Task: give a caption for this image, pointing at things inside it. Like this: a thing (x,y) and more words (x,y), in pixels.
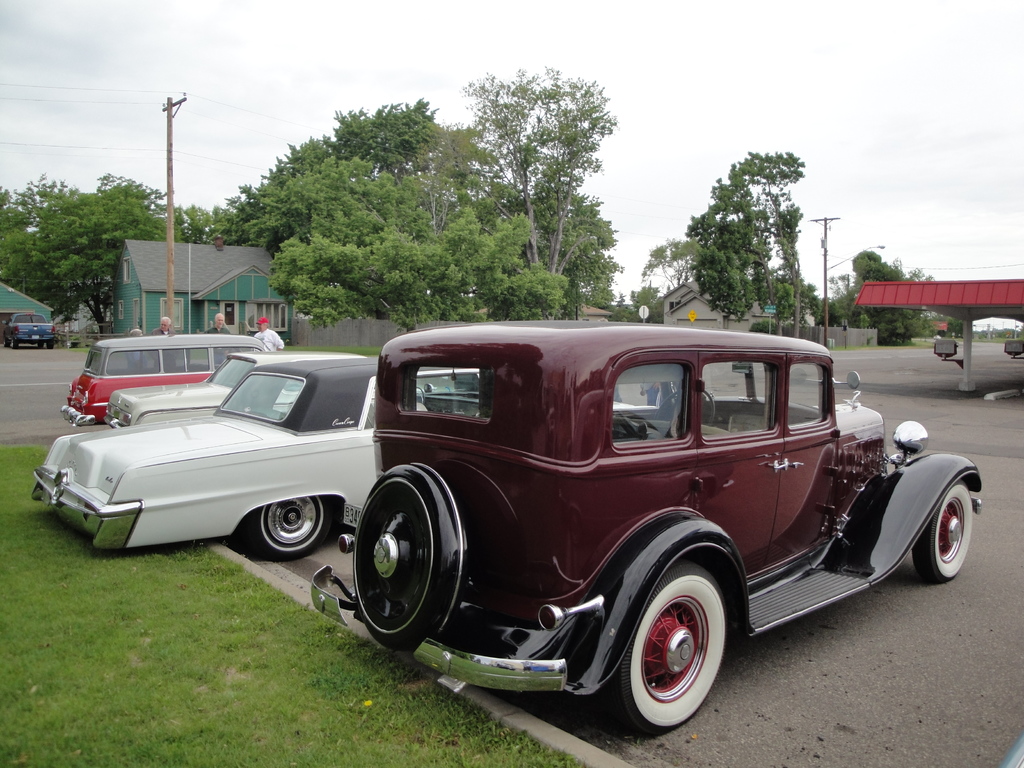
Vehicles (560,580) are on the road (65,359). Background (244,289) we can see houses (263,286), trees (304,197), poles (171,138), open shed (875,305), signboard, people (216,318) and sky (559,42). Sky (513,25) is cloudy.
